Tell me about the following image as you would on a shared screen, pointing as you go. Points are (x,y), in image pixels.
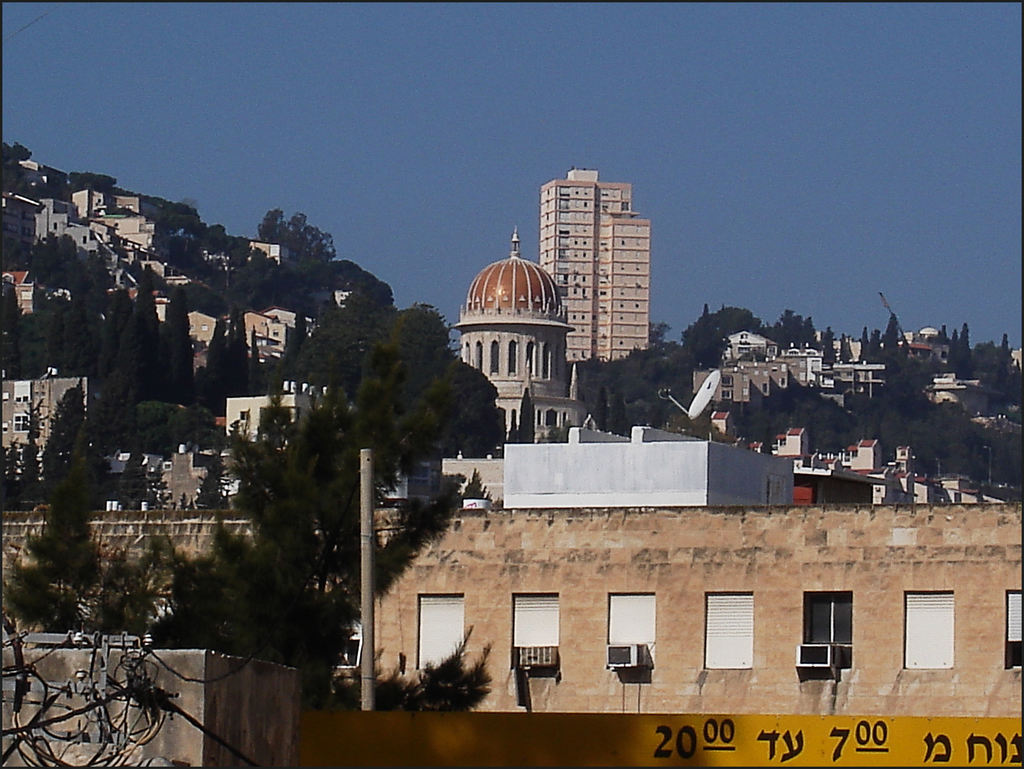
In this image, we can see so many buildings (475,610), houses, trees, walls (480,638), windows (715,639), pole (369,678). Background (540,130) there is a clear sky (553,119).
